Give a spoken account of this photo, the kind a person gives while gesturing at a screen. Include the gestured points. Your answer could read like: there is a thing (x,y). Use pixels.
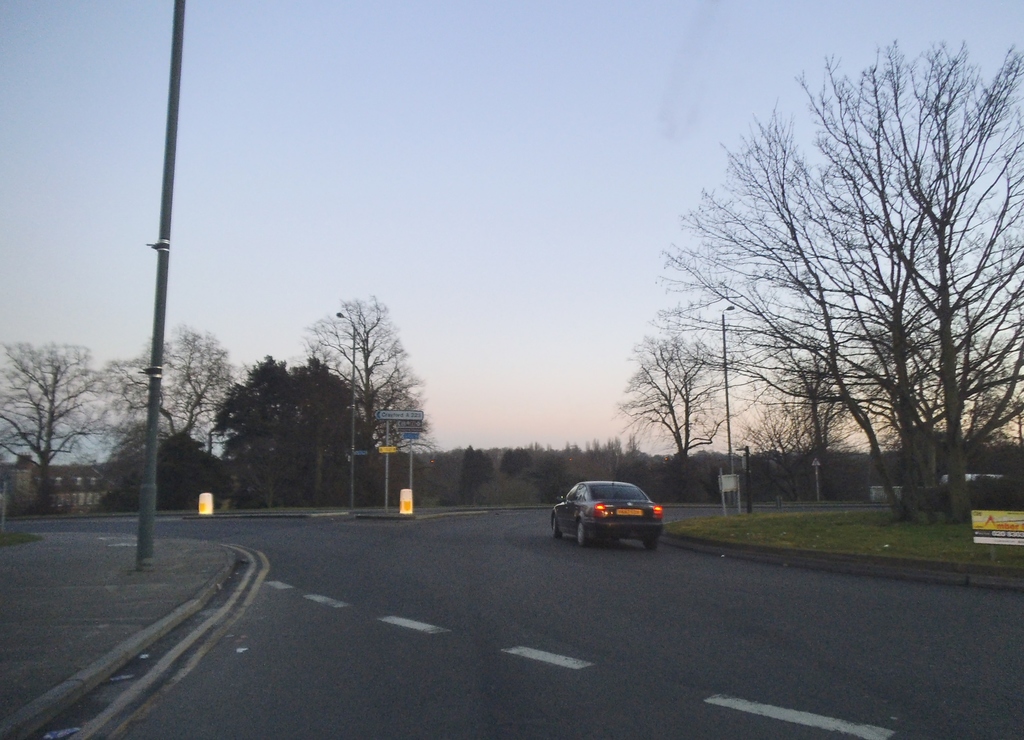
In this image we can see a car (607,530) is moving on the road (532,588). Here we can see few white lines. Right side of the image (1005,530), we can see few boards (994,524) with rods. From right side (957,350) to the left side (302,461), we can see few trees (1005,466), poles (729,435), signboards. Left side of the image (91,499), we can see a house (63,481). Top of the image (568,229), there is a sky (512,254).
